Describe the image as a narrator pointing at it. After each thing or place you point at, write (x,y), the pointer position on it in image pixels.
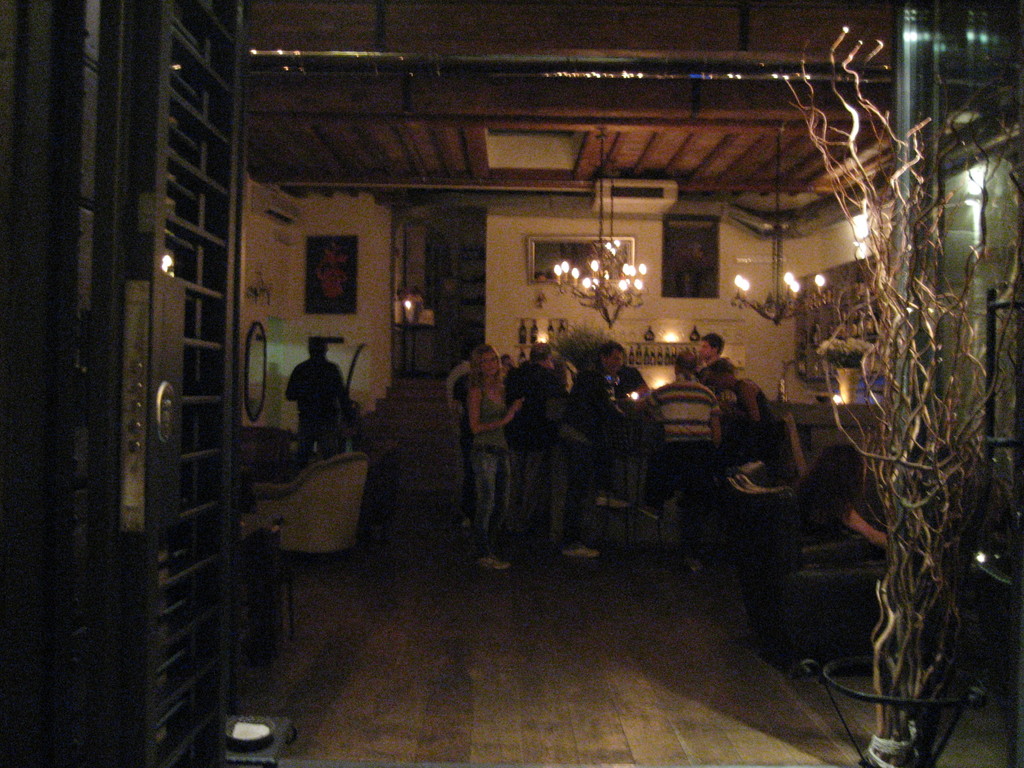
In this image we can see persons (567,445), chairs (352,521), tables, door (213,223), lights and wall (660,311).
